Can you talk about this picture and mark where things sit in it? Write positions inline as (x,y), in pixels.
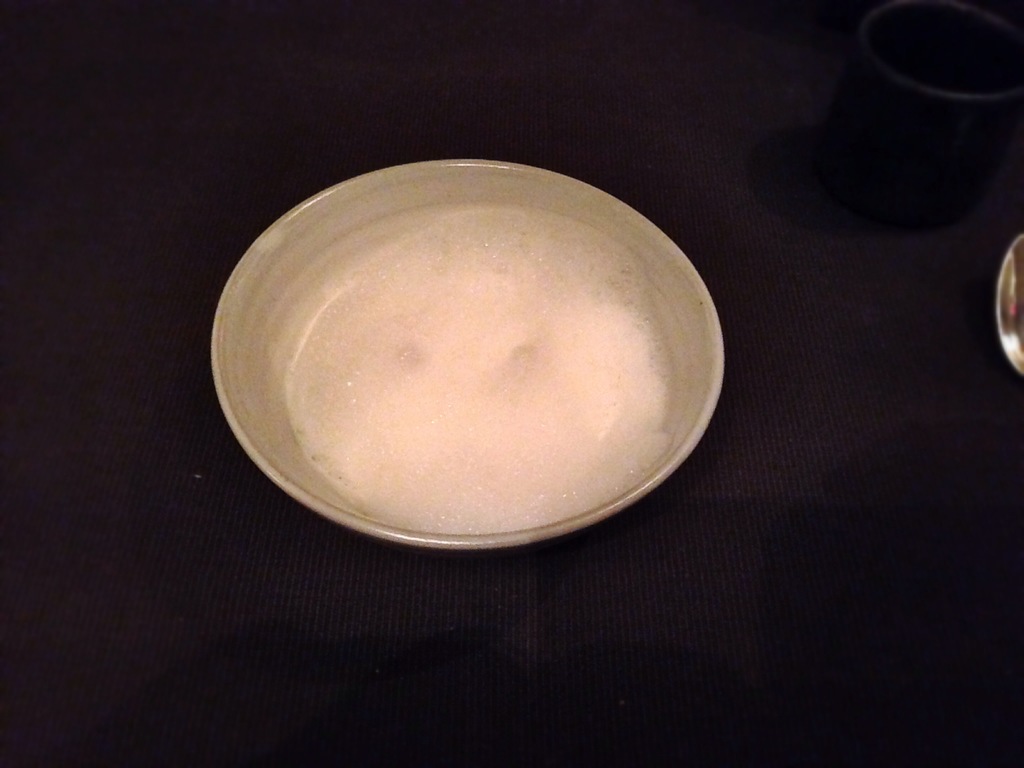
In this picture there is sugar (449,346) in the bowl (250,268) and there is a cup (876,43) and there is a spoon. At the bottom (409,630) it looks like a table (654,625).
